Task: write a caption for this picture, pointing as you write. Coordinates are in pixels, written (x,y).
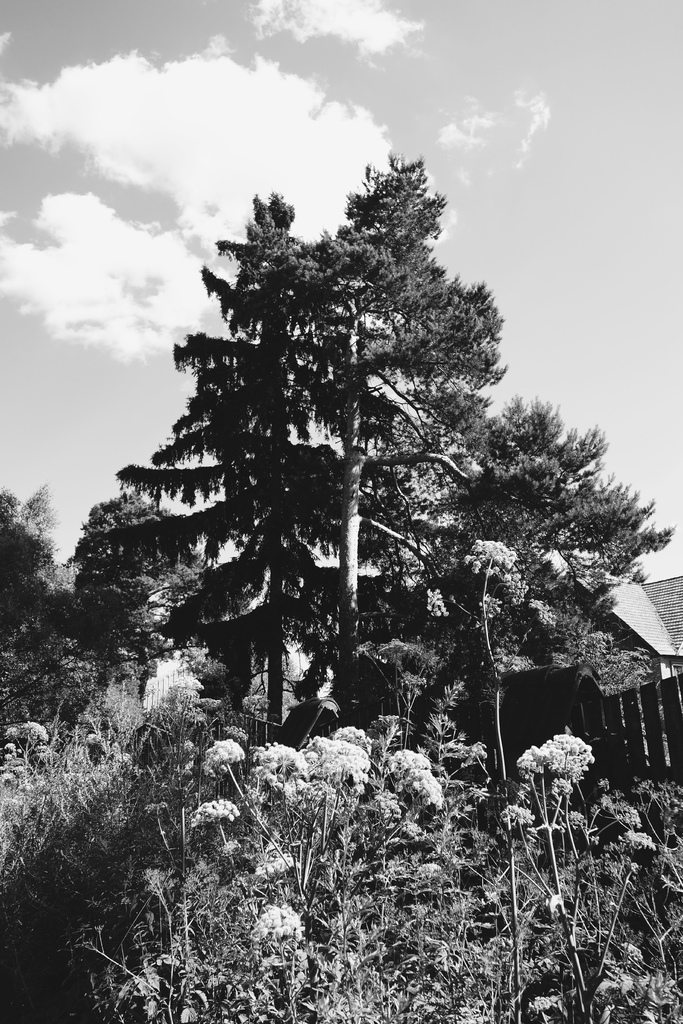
This is a black and white pic. At the bottom (342,933) there are plants (329,943) with flowers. In the background (340,511) there are trees (391,568), house (639,608) and clouds (271,188) in the sky (318,122).
